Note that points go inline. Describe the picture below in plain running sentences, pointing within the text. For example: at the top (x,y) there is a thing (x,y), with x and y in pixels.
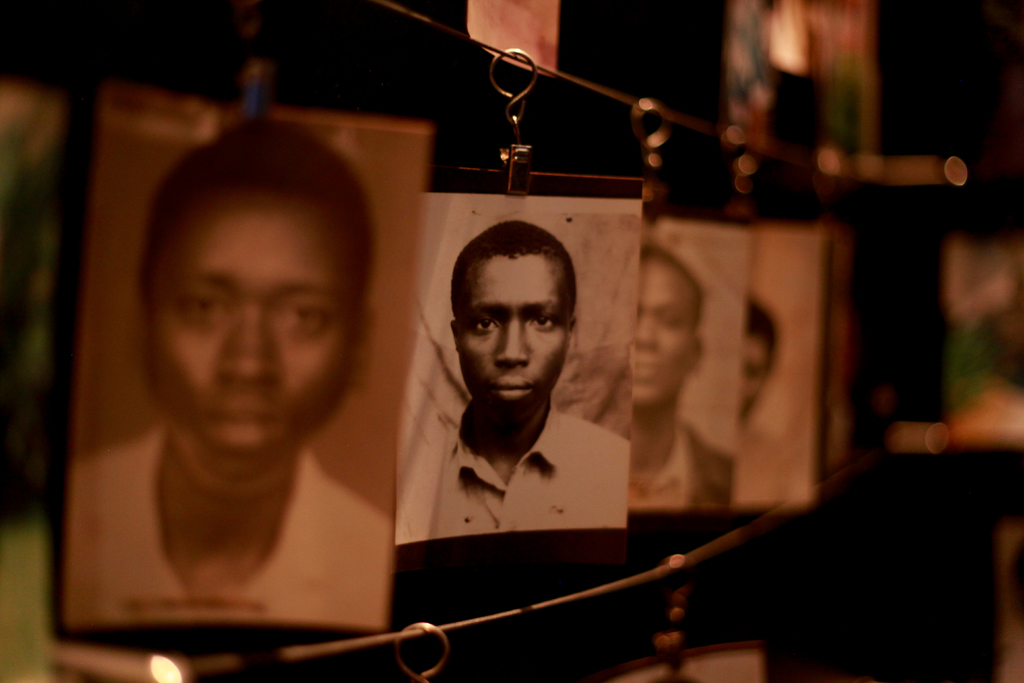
In this picture, we see the four images (650,344) of men (563,349) are hanged to the wires (753,134). These images (606,412) are in black and white. In the background (976,261), we see some objects (967,244) in white and green color. In the background (926,221), it is black in color. This picture is blurred in the background (657,38).
